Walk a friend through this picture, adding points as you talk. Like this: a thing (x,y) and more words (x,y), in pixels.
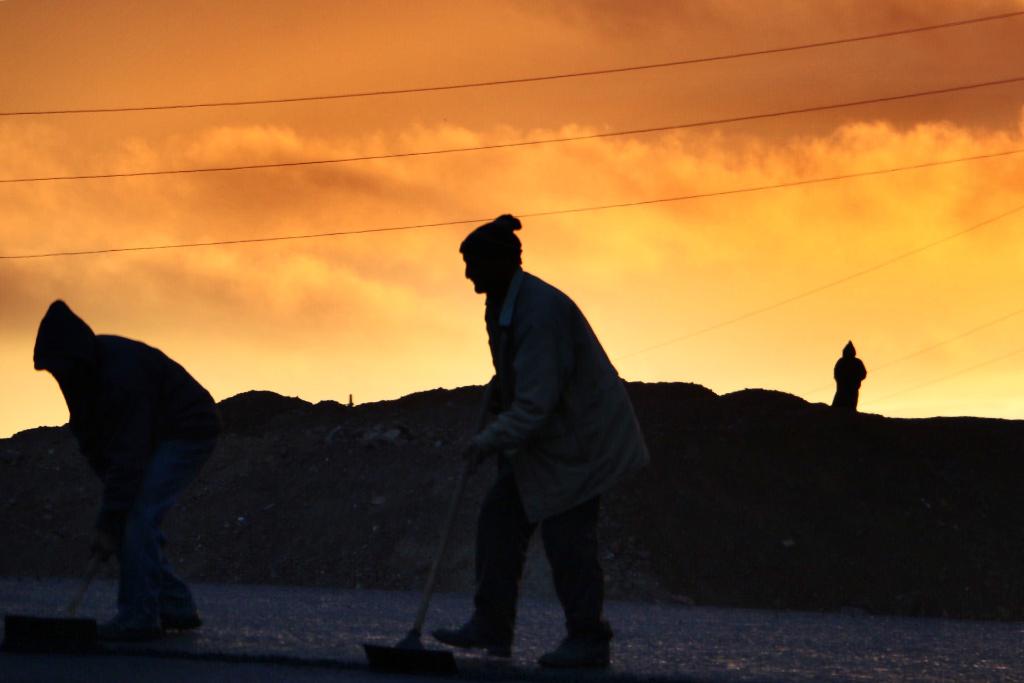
This is an image clicked in the dark. At the bottom (551,493), I can see two persons (499,481) in the dark. On the right side (838,378) there is a person (846,394) standing on a hill (762,403). At the top of the image (359,100) I can see the sky (212,82) and clouds (258,300) and also there are some wires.
